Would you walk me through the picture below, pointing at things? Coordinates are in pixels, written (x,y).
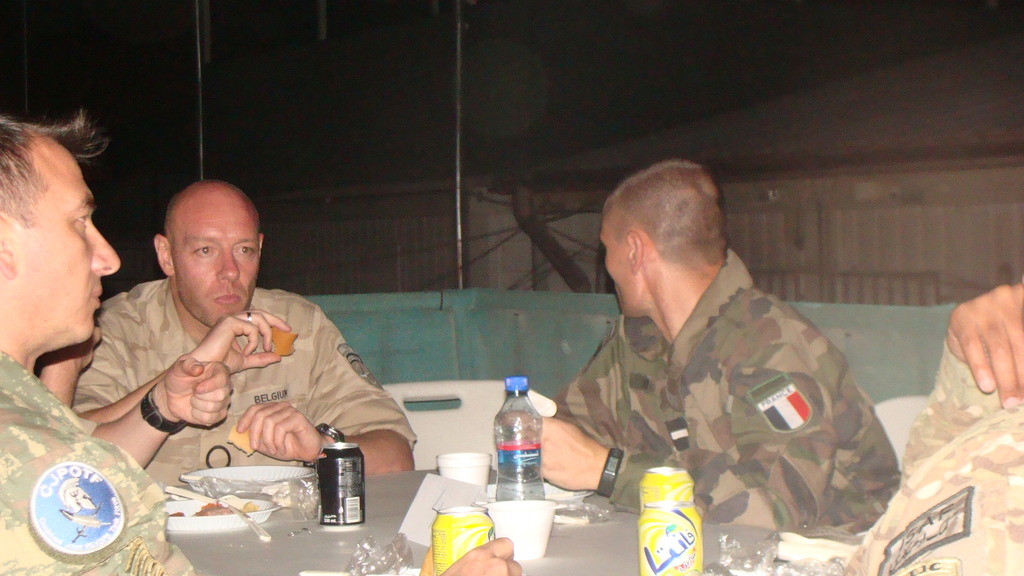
Here we can see a group of military people (90,432) sitting on chairs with a table (579,546) in front of them that is full of food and bottles of water (510,495) and tins (489,529) present on it and behind them we can see some houses (822,215).
